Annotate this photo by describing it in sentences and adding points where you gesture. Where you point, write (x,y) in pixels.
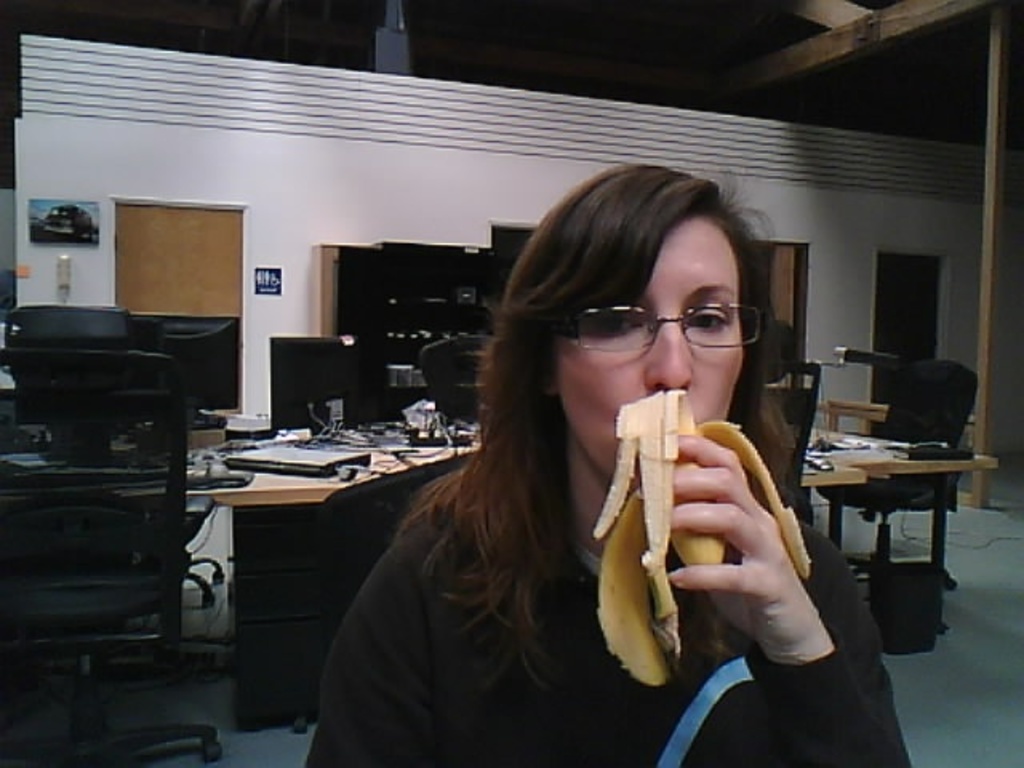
In this image in the front (545,507) there is a woman (686,605) eating banana (686,537). In the background (291,419) there are monitors (316,397), chairs (426,391) and table (379,477), on the table (286,478) there are wires (332,426) and there is a laptop (298,450). In the background (370,264) there are shelves (465,282), doors (195,276) and on the wall (270,266) there are frames (92,234) and on the right side (985,281) there is a wooden stand (986,246).
